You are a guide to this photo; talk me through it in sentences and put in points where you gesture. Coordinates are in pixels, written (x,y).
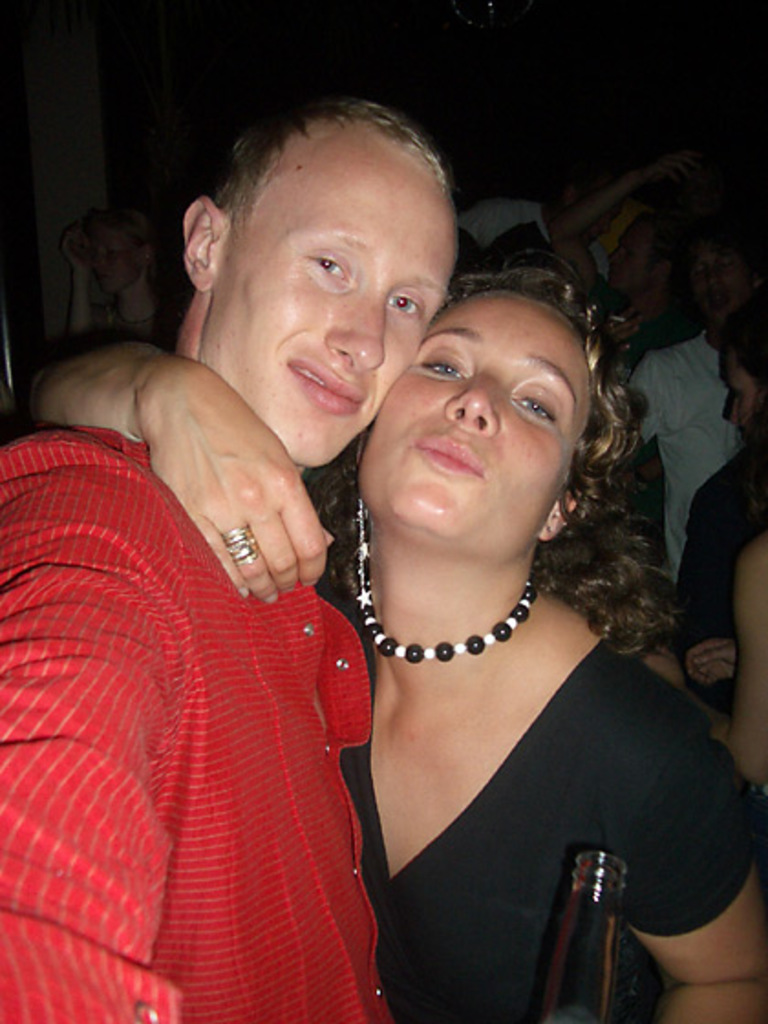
In this image we can see a group of people (637,307) standing. One woman (501,582) is holding a bottle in her hand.
